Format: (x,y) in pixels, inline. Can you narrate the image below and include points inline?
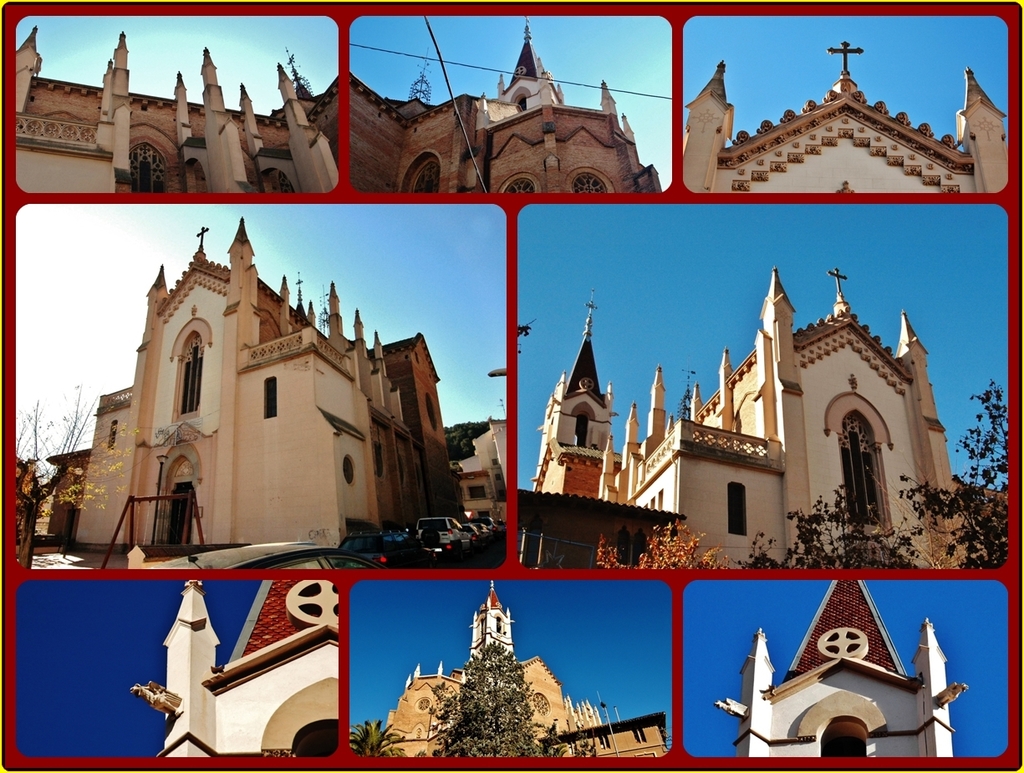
This is a collage of the same building (342,460) in different angles. Also there are trees (966,537) and sky (563,305) in the background (342,295).
